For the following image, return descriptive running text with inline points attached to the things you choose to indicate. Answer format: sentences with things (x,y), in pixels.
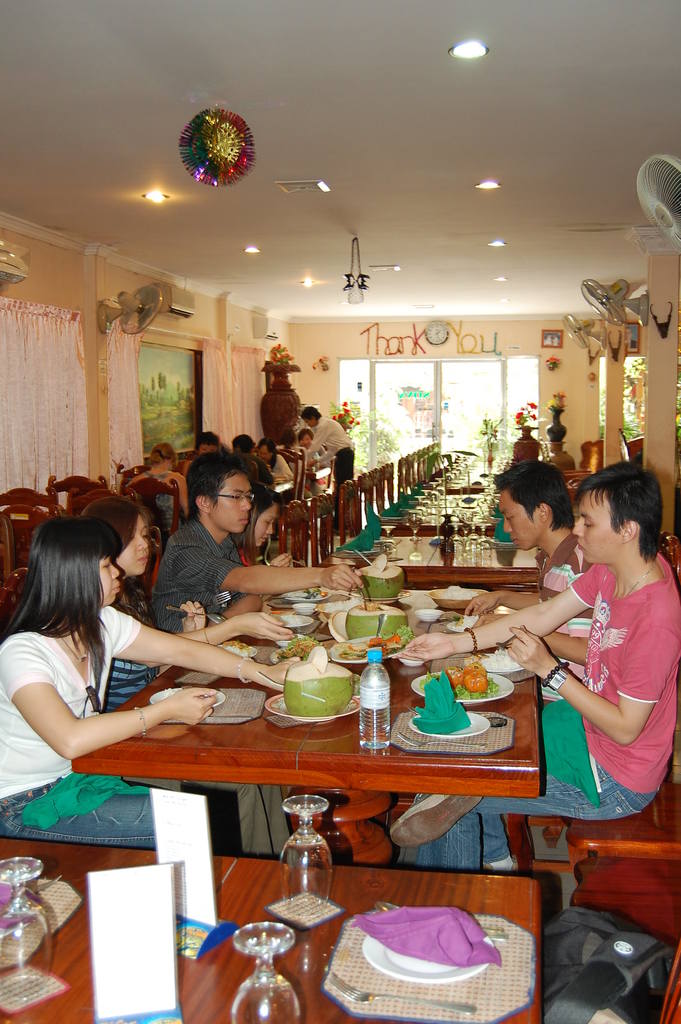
In this image I see lot of people (267,479) who are sitting and I also see that there are lot of things (308,817) on the table (365,853). In the background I see lot of chairs (597,868), few people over here and tables (424,533), I also see that there is a wall (548,377), few fans (646,207), lights (484,189), decorations (394,353) and the curtains (69,324).
